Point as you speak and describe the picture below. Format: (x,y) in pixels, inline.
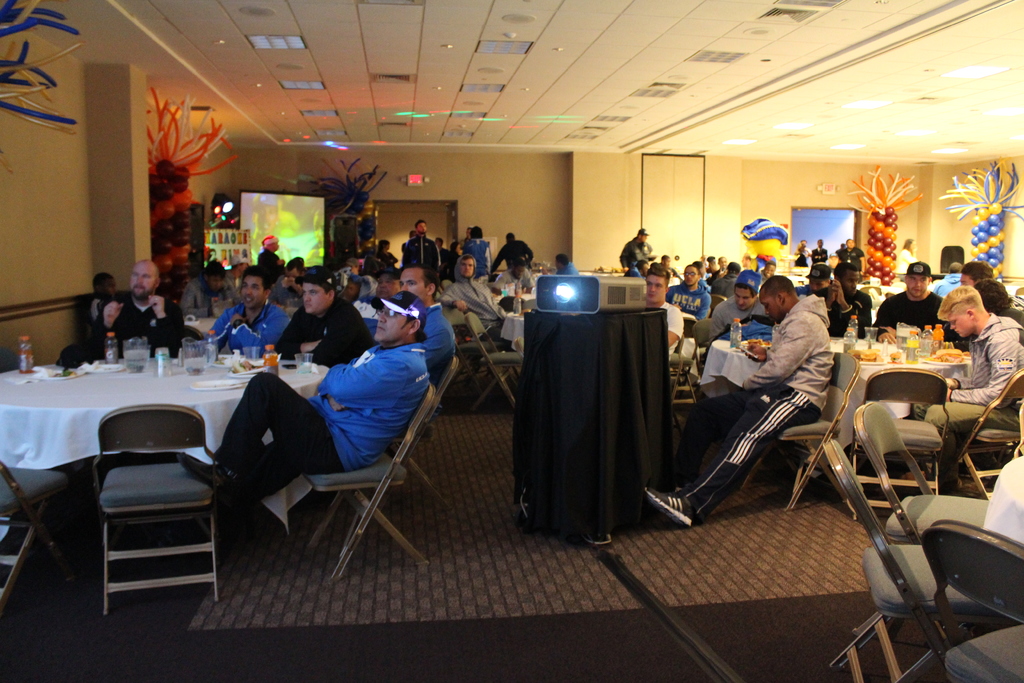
In this image there are group of people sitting in chair (884,537) near the table (22,422), and in table (24,399) there are bottle (264,360), glass (311,359), plate (256,365) and in back ground (182,136) there are balloons (173,154), light (414,183), screen (305,241), door (681,257), projector (567,305), table (532,333).
